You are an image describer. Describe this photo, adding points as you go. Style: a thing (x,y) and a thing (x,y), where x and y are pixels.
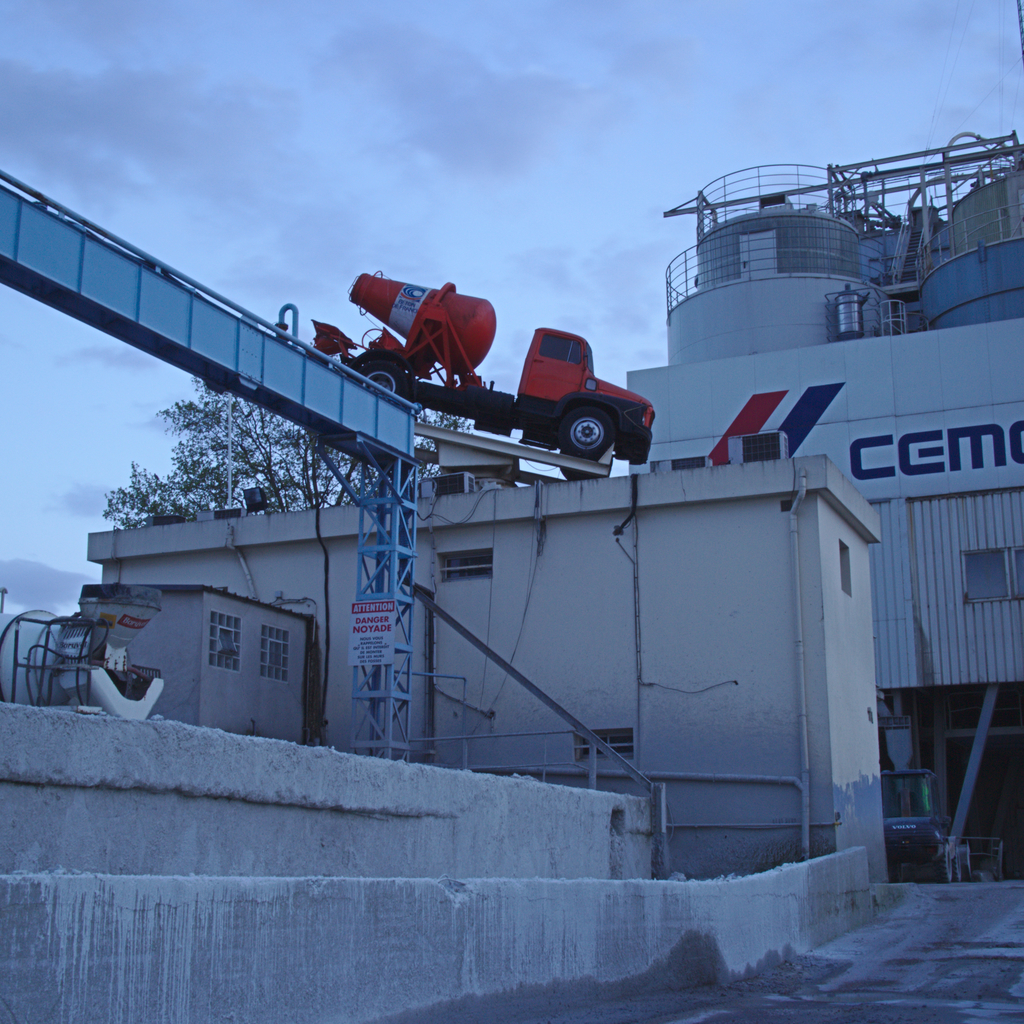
In this picture we can see a vehicle (476,382) on a white object (558,463). There is a poster (387,660) visible on a blue object (389,721). We can see some objects (88,642) on the left side (11,664). There are water tankers (704,311), rods (671,263) and other objects (964,616) are visible on the right side (823,450). Sky (443,172) is cloudy.
